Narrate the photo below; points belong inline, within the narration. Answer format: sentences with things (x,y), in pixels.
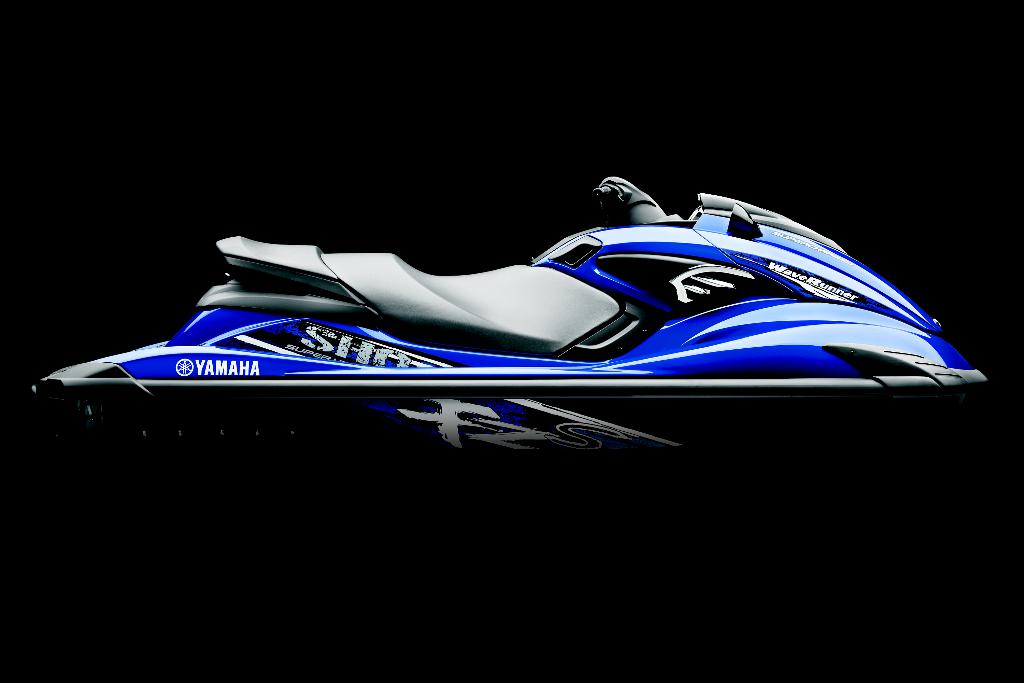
In this image there is a jet ski (455,348), there is text (244,374) on the jet ski (687,296), the background of the image (236,100) is dark.
